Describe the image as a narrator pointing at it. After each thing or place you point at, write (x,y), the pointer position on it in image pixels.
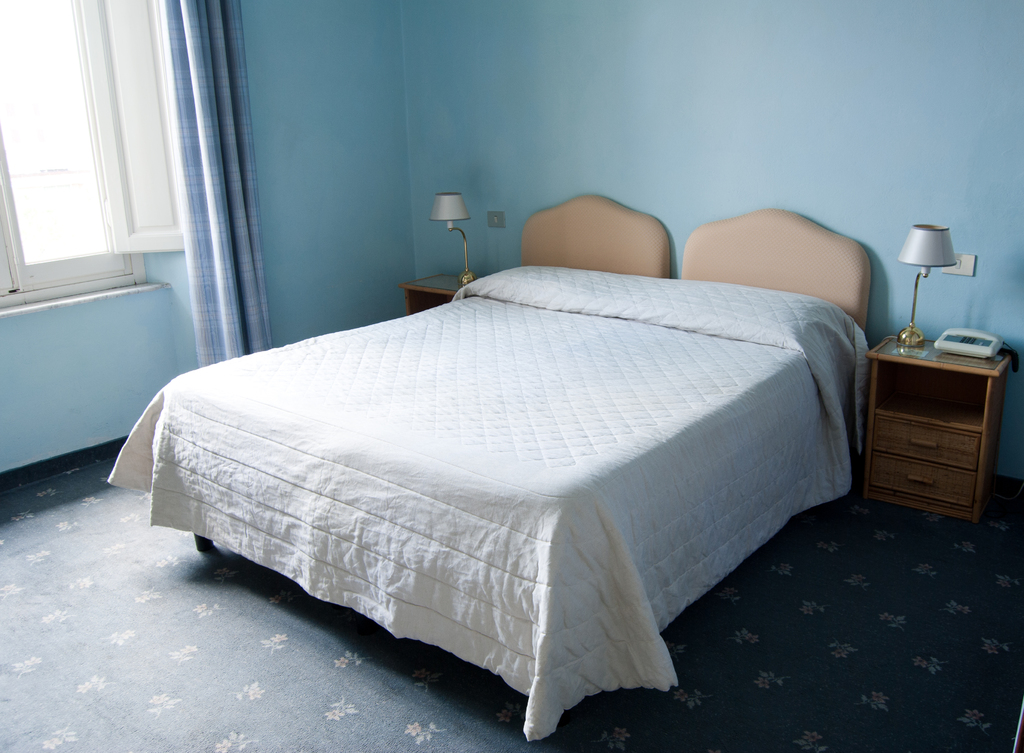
This picture shows a bed (535,258) on which a blanket (605,298) and some pillows (579,284) were placed. On either side of the bed (847,359), there are some lamps (920,264) placed on the table (920,379). In the background (768,127) there is a wall (328,117), curtains (203,162) and window (56,219) here.
